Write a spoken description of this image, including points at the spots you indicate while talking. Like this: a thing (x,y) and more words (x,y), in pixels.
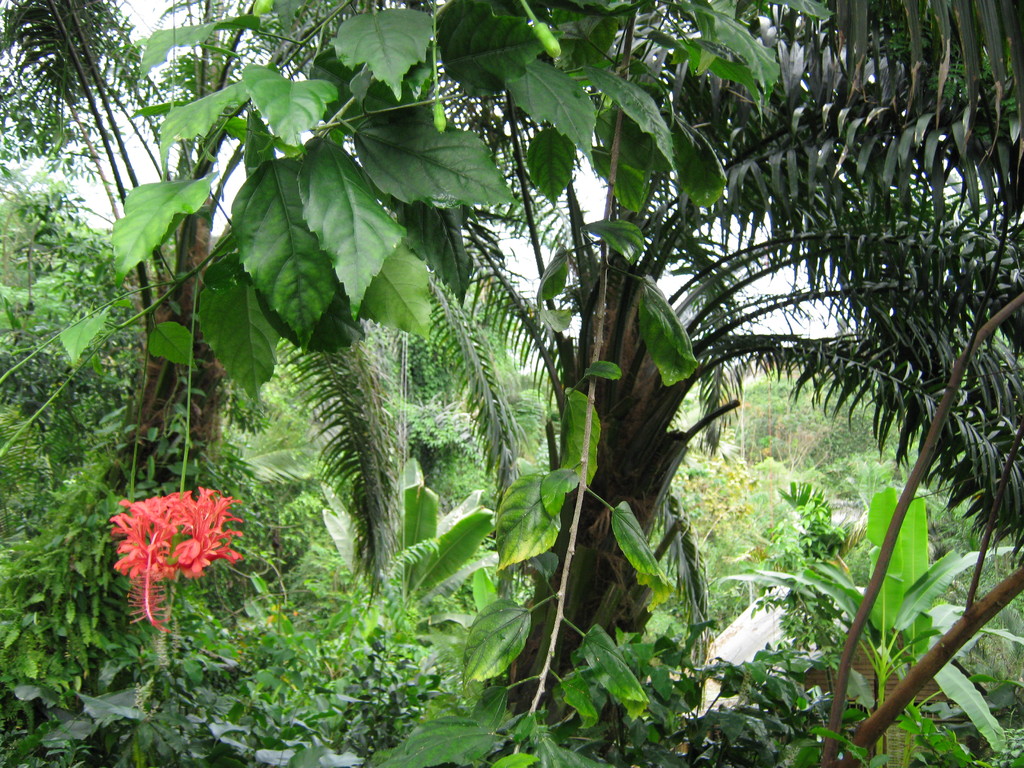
In this image, we can see trees (596,284) and there are plants (309,281) along with flowers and buds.
